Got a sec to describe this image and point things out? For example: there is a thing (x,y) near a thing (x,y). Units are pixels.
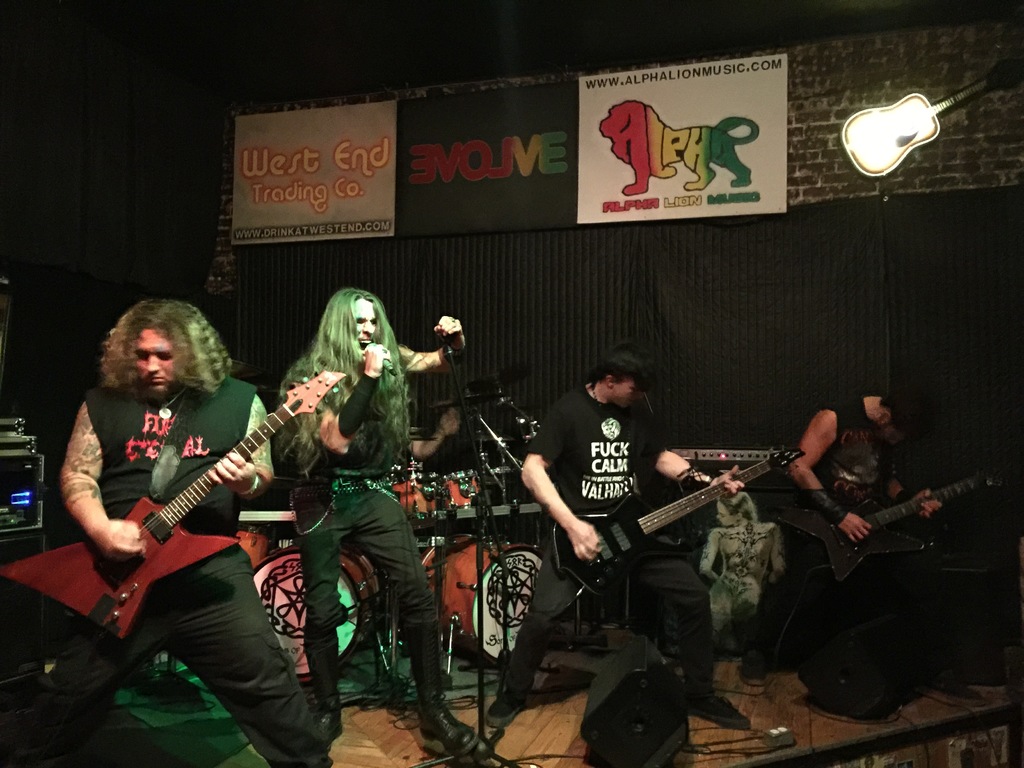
In this image, There are some people (805,470) standing and they are holding some music instruments (234,448), In the middle (355,493) there is a man (359,514) standing and singing in the microphone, In the background (519,302) there is a black color wall (750,281).
